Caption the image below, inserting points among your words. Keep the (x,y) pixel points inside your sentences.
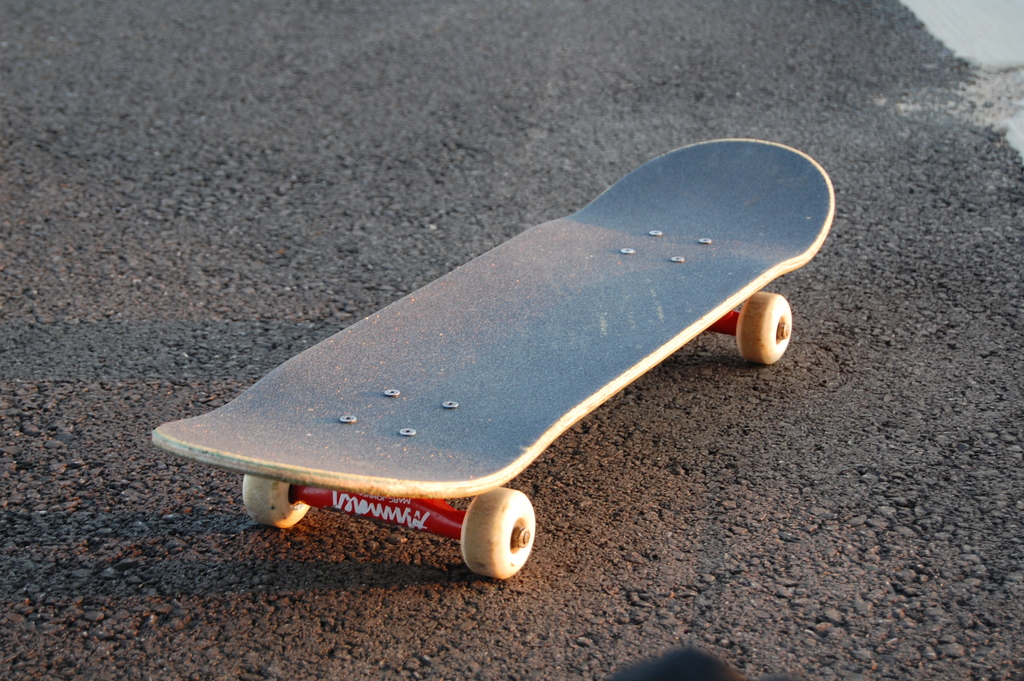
In the center of the image (558,421) we can see a skating board (513,447) on the road (528,471).
